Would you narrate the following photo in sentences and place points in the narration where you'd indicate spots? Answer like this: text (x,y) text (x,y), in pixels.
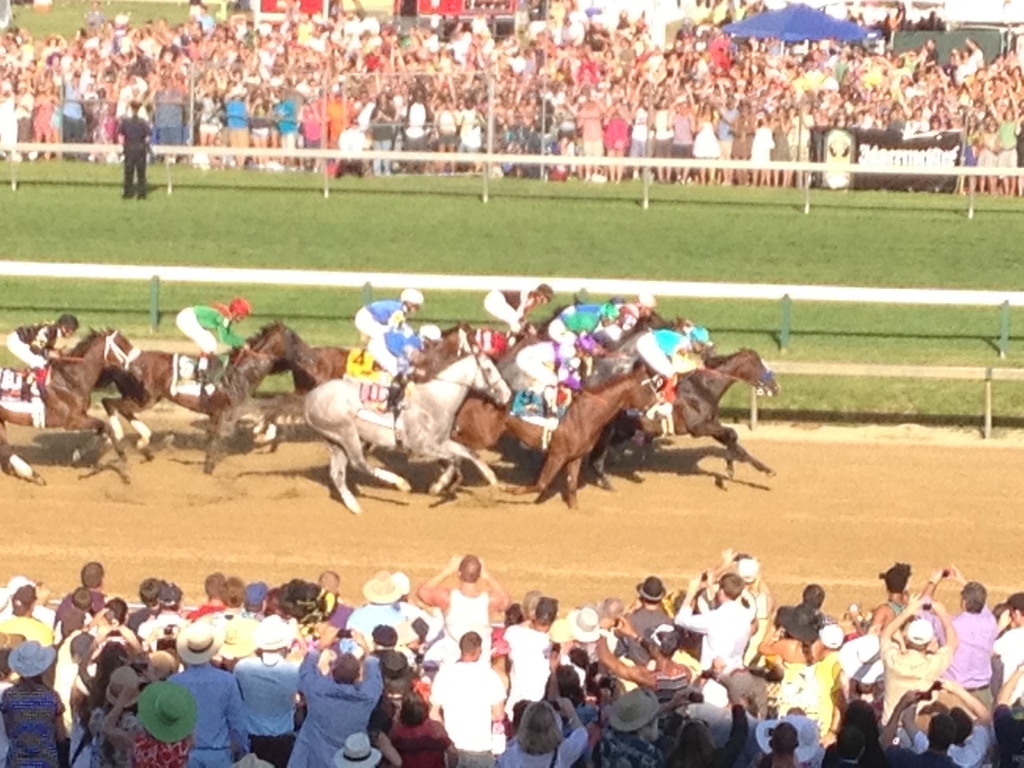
In the center of the image (658,330) there are people (205,337) riding horses (458,403). At the bottom of the image (450,634) there are people (307,733) standing. In the background of the image (51,152) there is a fencing (34,144). There is grass (370,227). There are people (463,128) standing.
